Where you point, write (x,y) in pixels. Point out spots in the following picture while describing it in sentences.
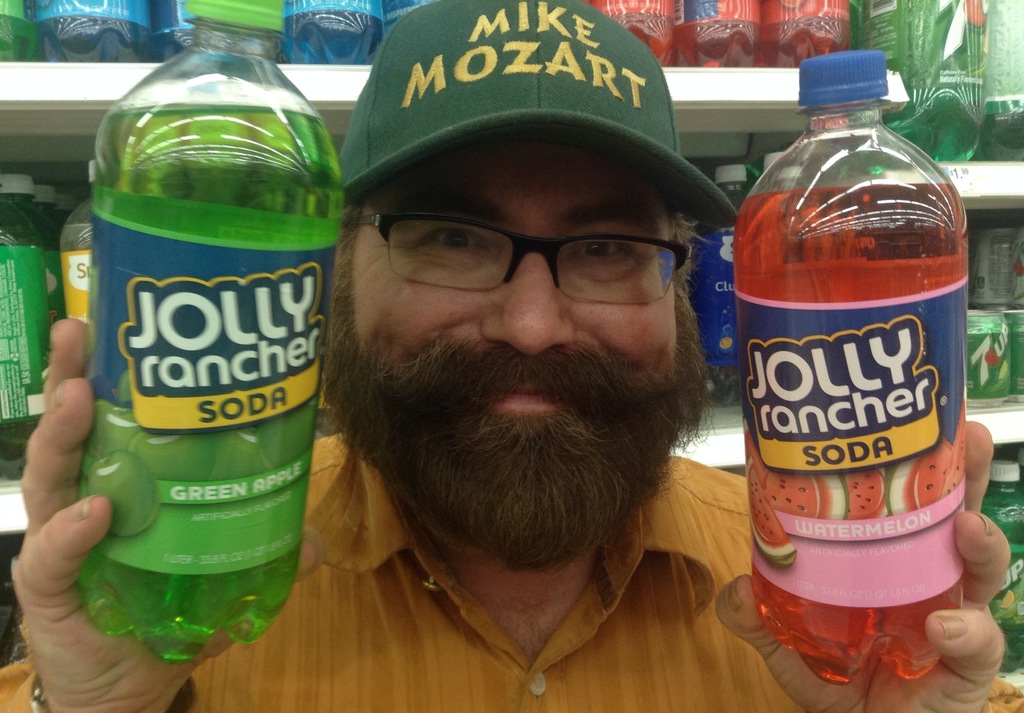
in this picture one man (451,335) is standing and holding bottles (277,560) in his hands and wearing a cap (612,97) in yellow shirt (392,660) and behind him there is one big rack (37,40), where bottles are placed and cans (1004,338) are present.
